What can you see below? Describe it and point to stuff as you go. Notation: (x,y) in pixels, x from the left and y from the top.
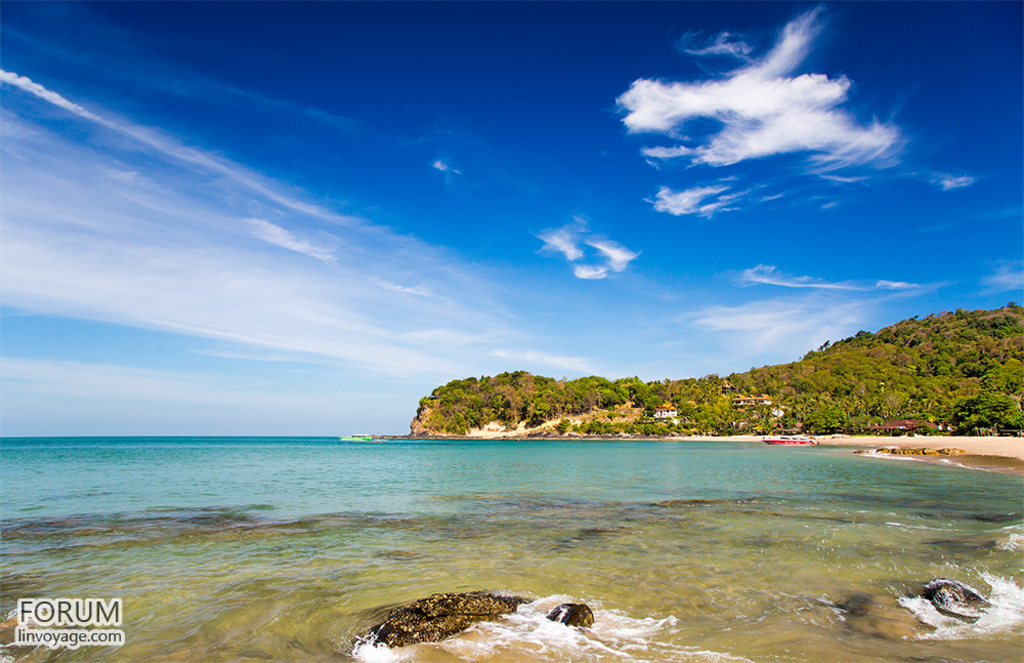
In this picture we can see mountain (777,427). Here we can see many trees (586,397). On the right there is a red color boat (801,440) near to the beach (868,444). On the bottom (411,522) we can see water (833,630). In the background (272,467) we can see ocean (257,467). On the top (667,82) we can see sky (427,156) and clouds (784,108). On the bottom left corner (105,606) there is a watermark (34,623).
